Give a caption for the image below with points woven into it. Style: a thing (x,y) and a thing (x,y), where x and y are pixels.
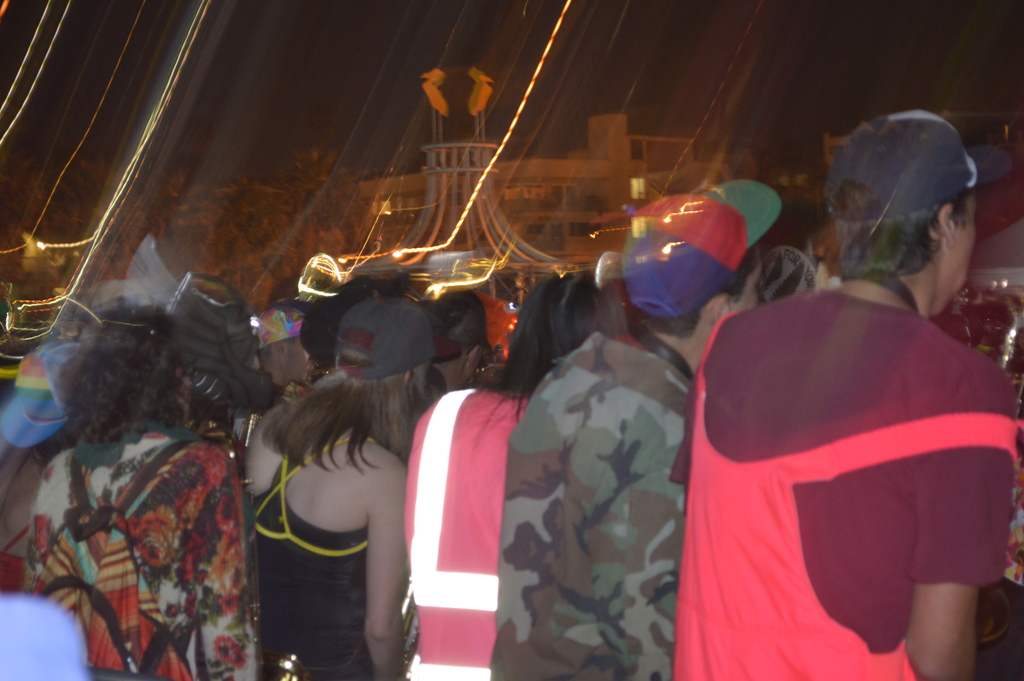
There is a crowd (509,408). Some are wearing caps (382,341). In the background (579,162) there are lights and building (606,152). Also there are some other items (286,210).
